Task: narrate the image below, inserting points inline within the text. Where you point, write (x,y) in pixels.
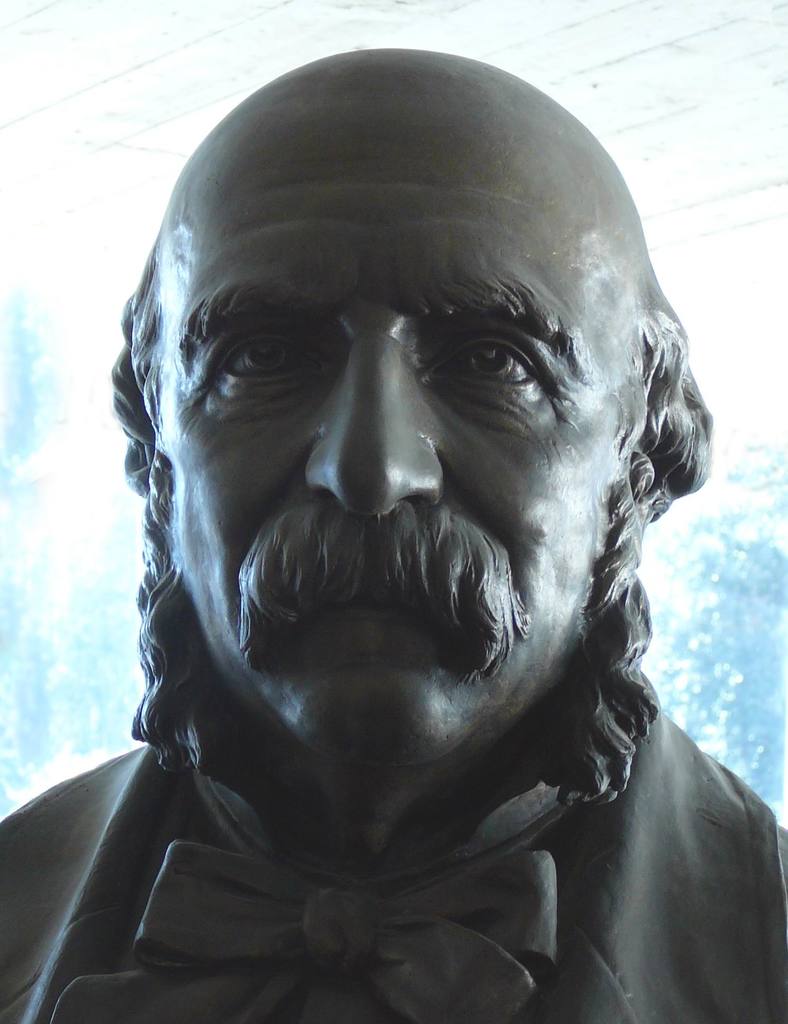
In this image I can see a sculpture of a man (353,652) in the front (179,631).
